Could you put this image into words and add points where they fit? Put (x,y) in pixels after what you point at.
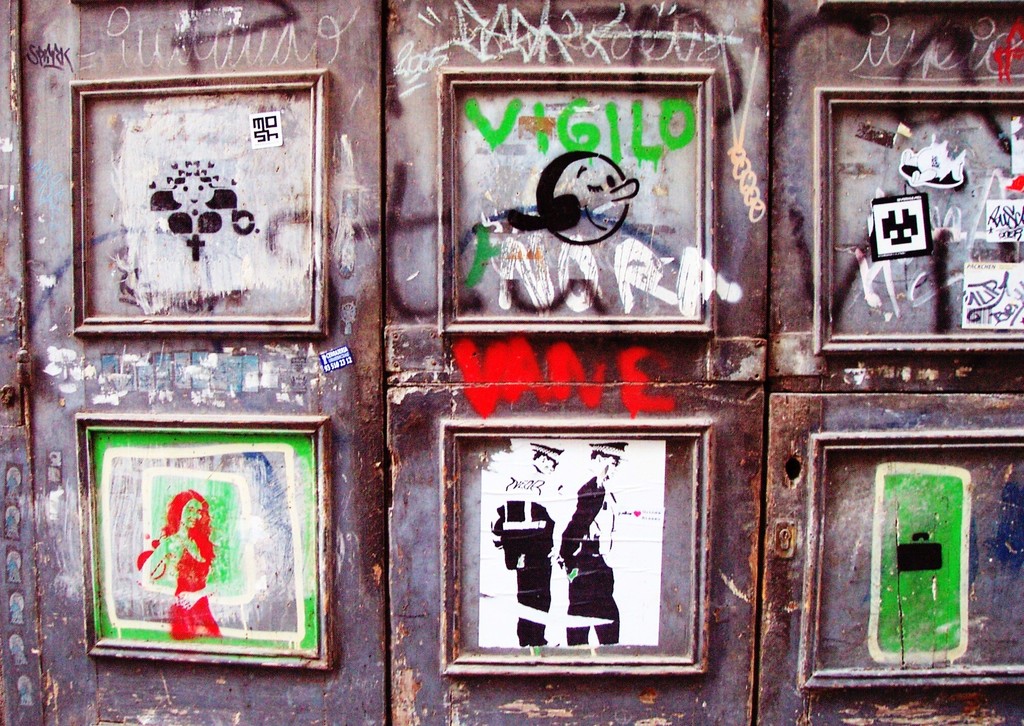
In this image we can see a door (470,599) with some pictures (558,539) and written text (505,127) on it.
